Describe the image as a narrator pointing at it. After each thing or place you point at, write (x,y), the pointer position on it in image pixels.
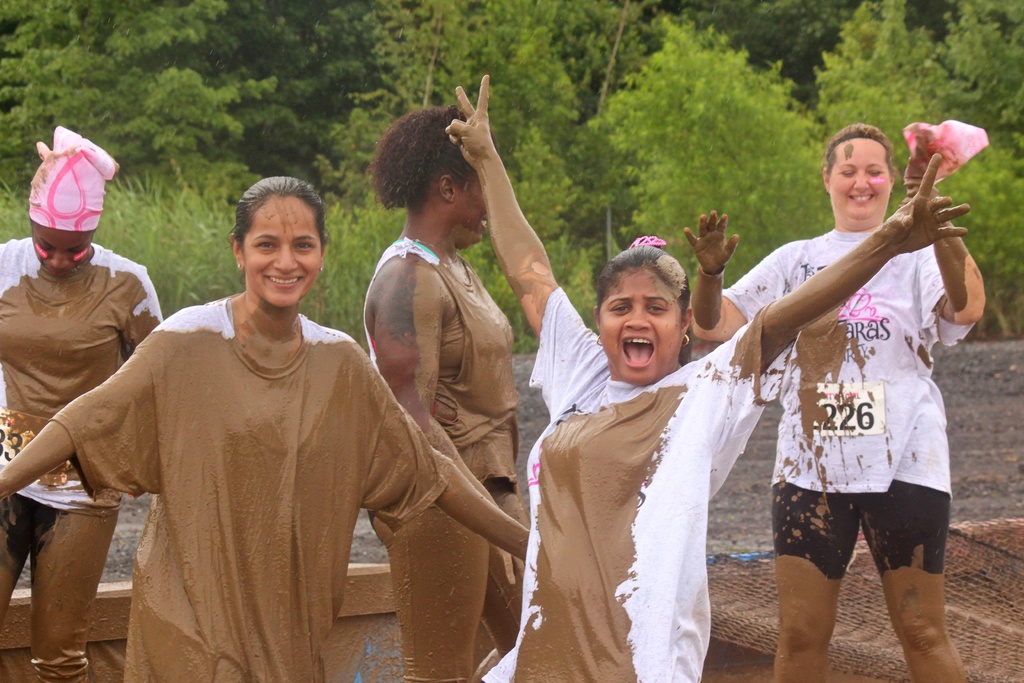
In this image I can see group of people (114,383) standing, they are wearing white and brown color shirts (145,433). Background (168,112) I can see trees (350,146) in green color.
